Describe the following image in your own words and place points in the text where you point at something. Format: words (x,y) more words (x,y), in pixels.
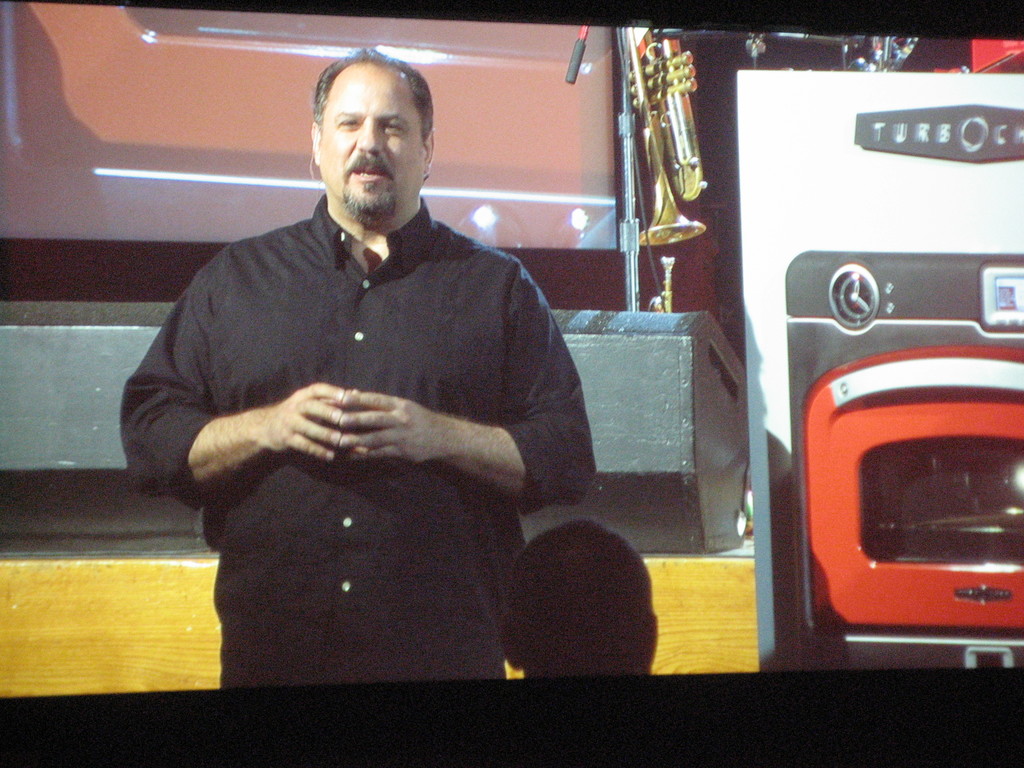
In the center of the image (430,486) we can see one person (384,530) standing and he is in a black shirt (445,343). In the background (886,97), we can see one oven (870,439), which is in multi color. On the oven (754,316), we can see some text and a few other objects (1018,288). And we can see black color border (763,16) at the top (780,4) and bottom of the image (848,730).
